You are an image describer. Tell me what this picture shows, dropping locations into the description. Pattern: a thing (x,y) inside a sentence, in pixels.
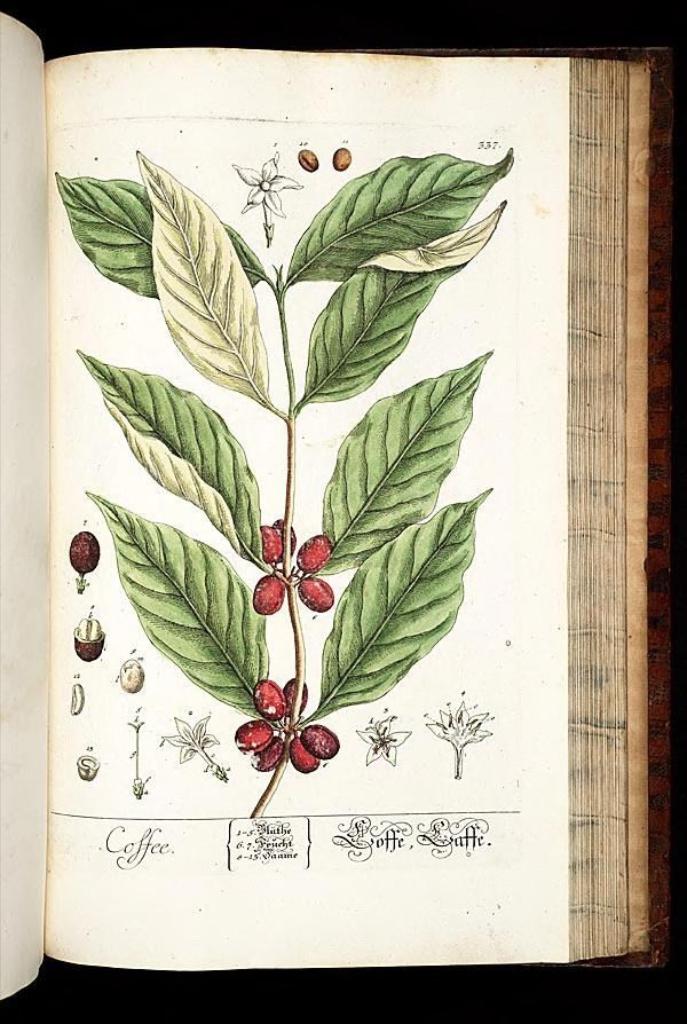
In this picture I can see painting (361,550) of a book (509,703). On the book (273,588) I can see painting (223,513) of a plant (277,569). I can also see some name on it.
